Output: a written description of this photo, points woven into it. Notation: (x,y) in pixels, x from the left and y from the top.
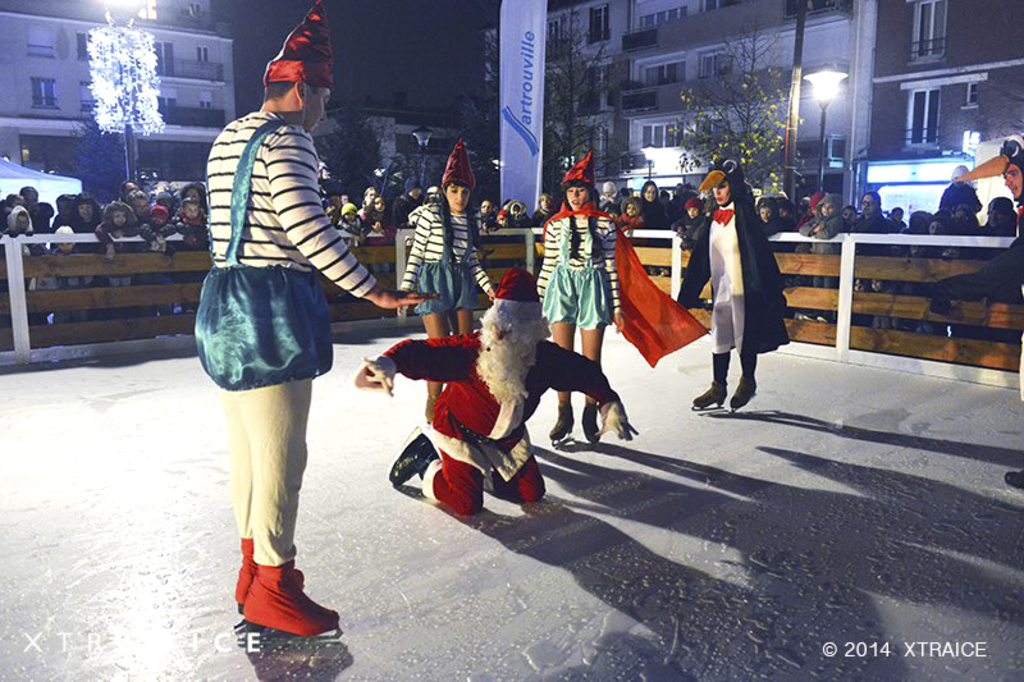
In this image I can see number of people (629,276). In the front (568,189) I can see few people (557,216) are wearing costumes (496,366). In the background (526,87) I can see a white colour board (541,57), few trees (560,147), few lights (112,102), few buildings (852,23) and on the board (503,125) I can see something is written. On the bottom right side of the image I can see a watermark (957,655).
